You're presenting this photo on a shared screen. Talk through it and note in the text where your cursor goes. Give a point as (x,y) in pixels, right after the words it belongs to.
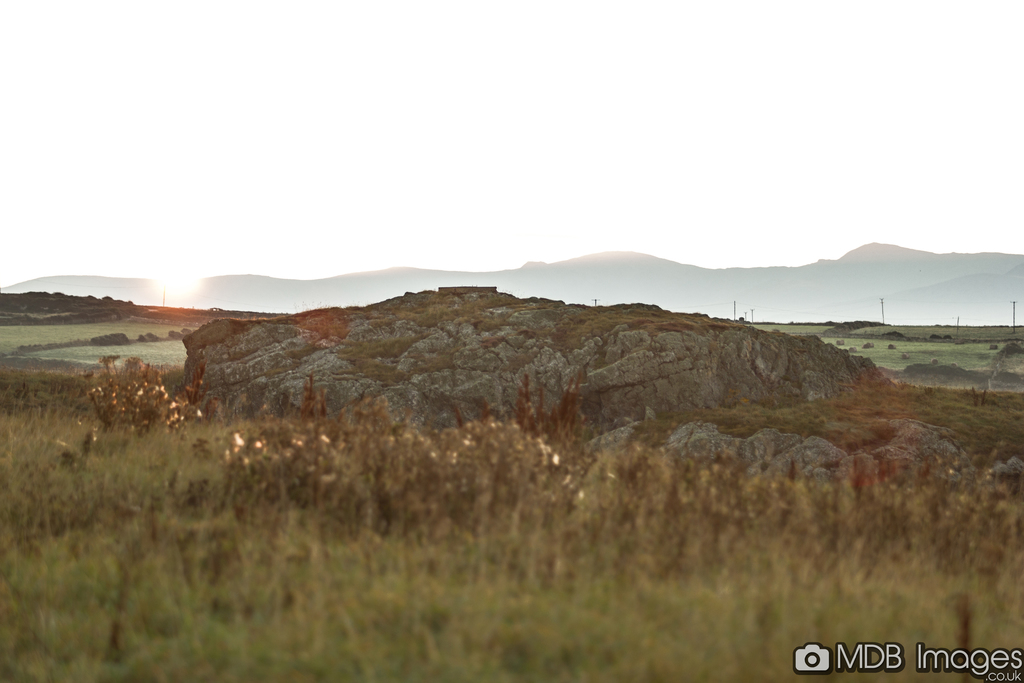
In the center of the image (508,310) there is a rock (772,346). At the bottom of the image (489,607) there is grass (458,588) on the surface (558,589). In the background of the image (805,307) there are current poles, mountains (840,273) and sky (617,169).
